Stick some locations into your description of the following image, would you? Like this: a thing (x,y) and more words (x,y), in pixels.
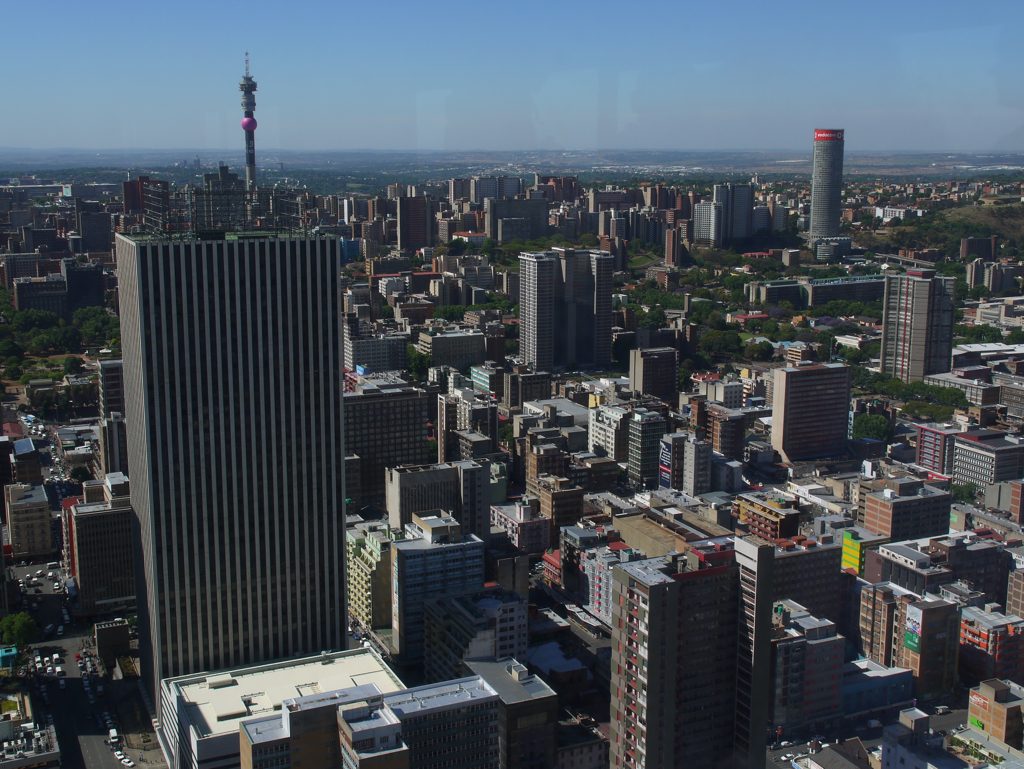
In this image we can see some buildings (761,622) and there are some vehicles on the road (60,732) in the bottom left of the image (85,666). There are some trees (536,248) and we can see the sky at the top (119,103).
